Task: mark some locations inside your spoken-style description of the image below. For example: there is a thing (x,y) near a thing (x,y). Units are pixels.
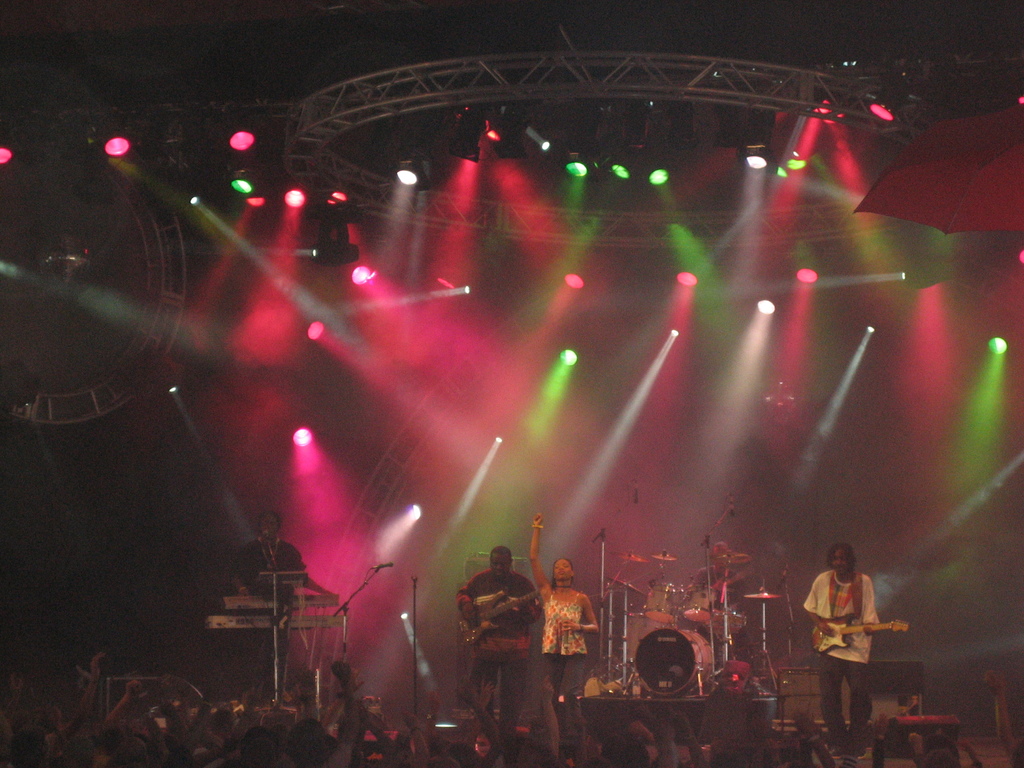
In this image we can see many people (540,766) are standing near the stage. There are few people (518,620) playing musical instruments (625,606). There are many lights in the image.
